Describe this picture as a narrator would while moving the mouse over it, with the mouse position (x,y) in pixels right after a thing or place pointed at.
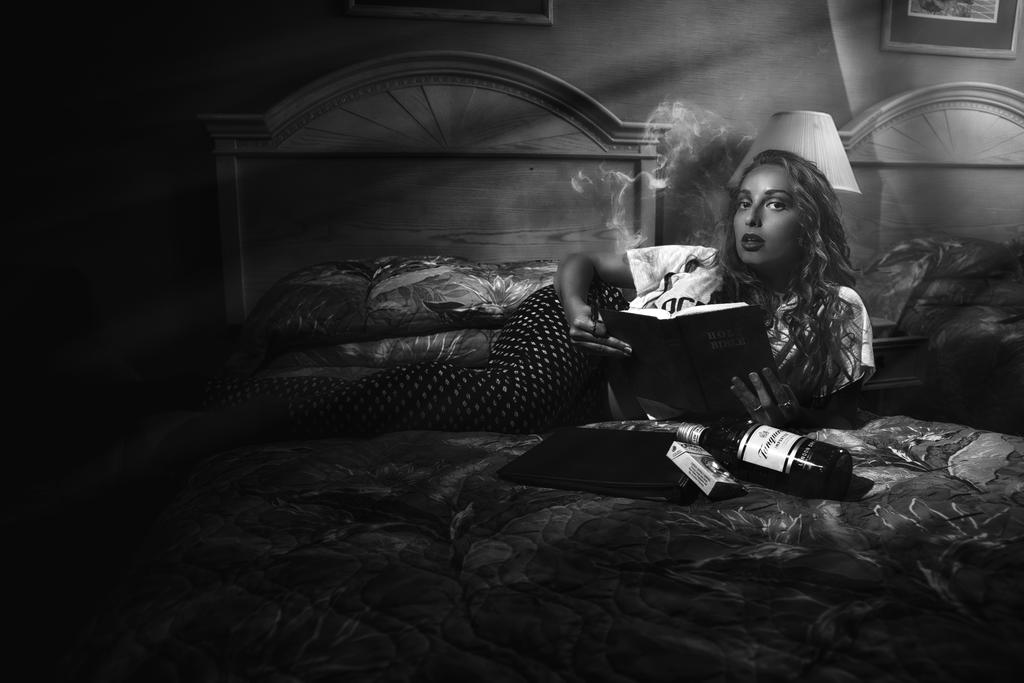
In a picture one woman (475,374) is present on the bed (680,538) and holding a book (733,348) and in front of her there is one bottle (820,458) and box (715,470) and one file (561,466) present and behind her there are pillows (488,282) and one bed lamp (827,133) is present and there is one big wall (972,65) and photos (927,27) on it.
